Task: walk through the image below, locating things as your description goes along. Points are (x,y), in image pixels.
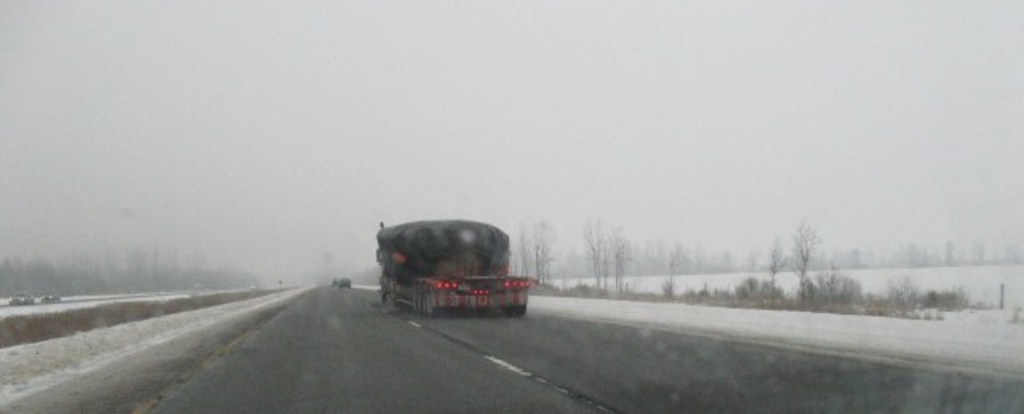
In this image I can see vehicles (395,296) on a road (487,392). There is snow (570,304) and trees (590,264) on the either sides. There is sky (348,49) at the top (348,49).
